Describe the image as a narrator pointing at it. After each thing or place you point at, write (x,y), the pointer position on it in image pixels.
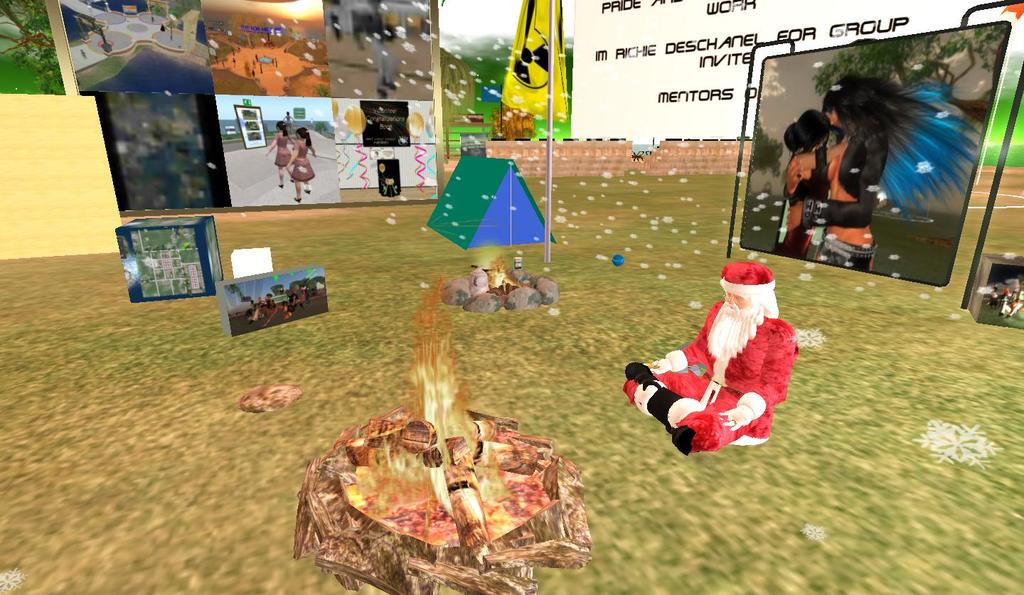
This is an animated image where we can see the fireplace (477,522), a person (670,403) in the Santa Claus dress (742,368), we can see tent (501,211), some objects (252,275), yellow color flag (563,14), projector screen (802,192), the wall (722,167) and white color banner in the background (567,156).
